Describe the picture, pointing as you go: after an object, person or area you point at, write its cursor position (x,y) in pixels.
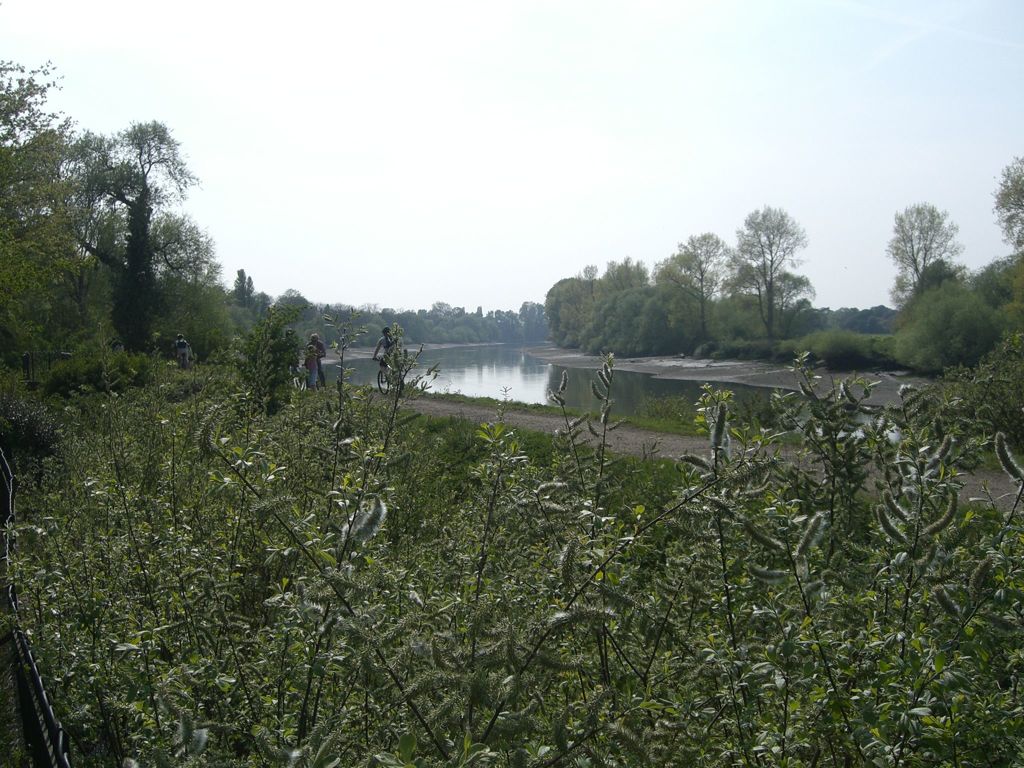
This image consists of many trees (272,320) and plants (224,419). In the middle (638,374), there is water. At the top (453,119), there is sky (453,119).
